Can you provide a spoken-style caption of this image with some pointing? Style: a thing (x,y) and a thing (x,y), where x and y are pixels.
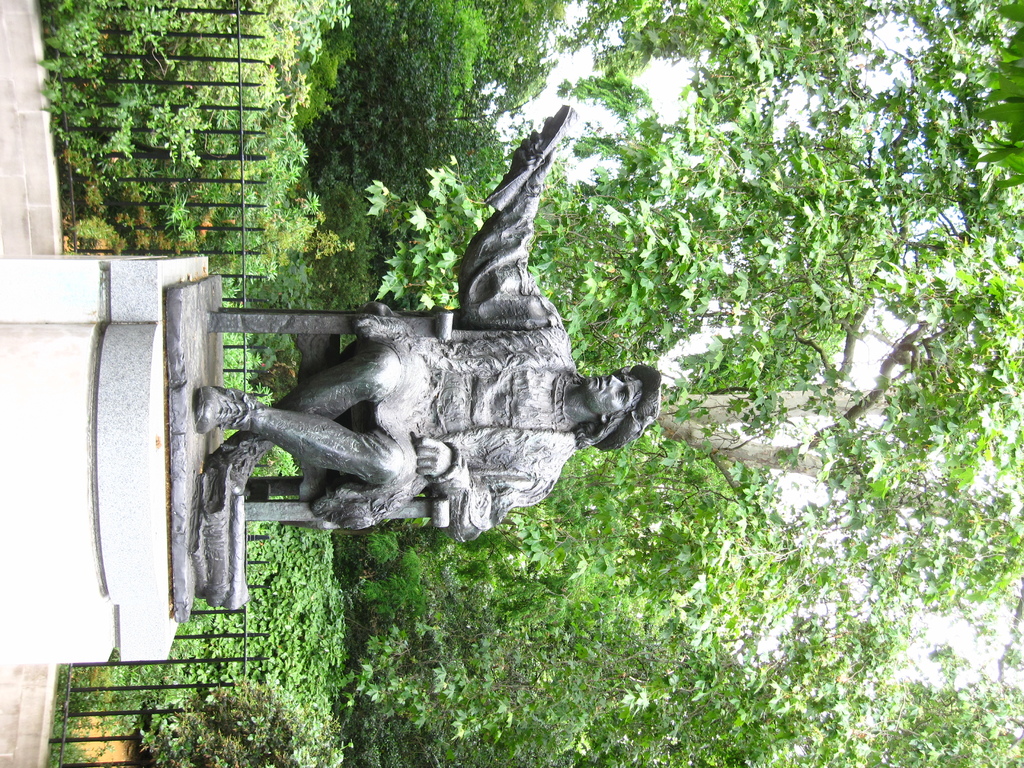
Here we can see black statue (345,381) on this stone (150,416). Background (650,478) we can see fence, trees (531,246) and plants (137,86).
